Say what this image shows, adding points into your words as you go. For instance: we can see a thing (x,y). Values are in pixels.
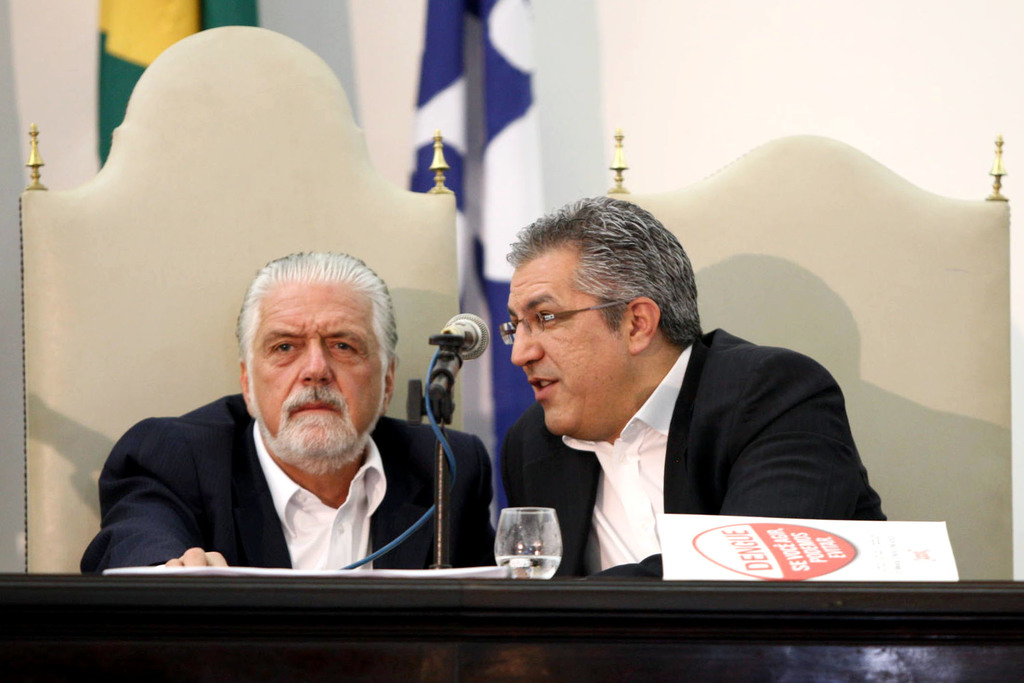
In this picture there are two men (354,348) in the center of the image (441,282), on the chairs (782,168) and there is a mic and a table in front of them and there are flags (207,6) at the top side of the image (503,12).
